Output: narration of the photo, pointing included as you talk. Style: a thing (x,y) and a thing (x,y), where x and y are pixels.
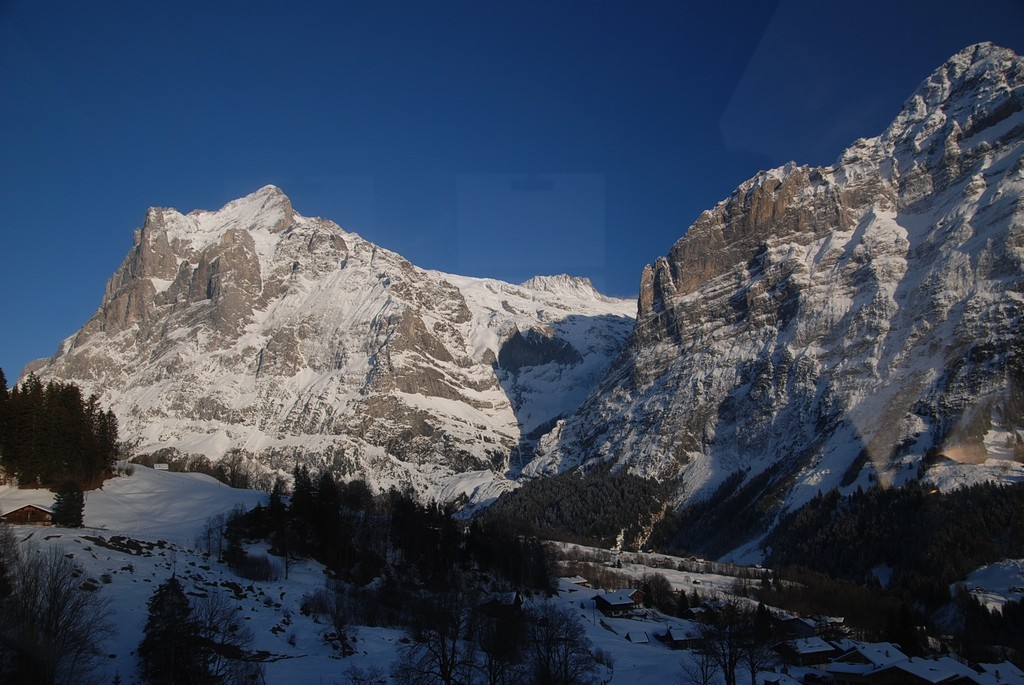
In this image we can see some mountains (546,381) with snow (577,440). We can also see trees (504,515) and the sky (229,181) which looks clear.
